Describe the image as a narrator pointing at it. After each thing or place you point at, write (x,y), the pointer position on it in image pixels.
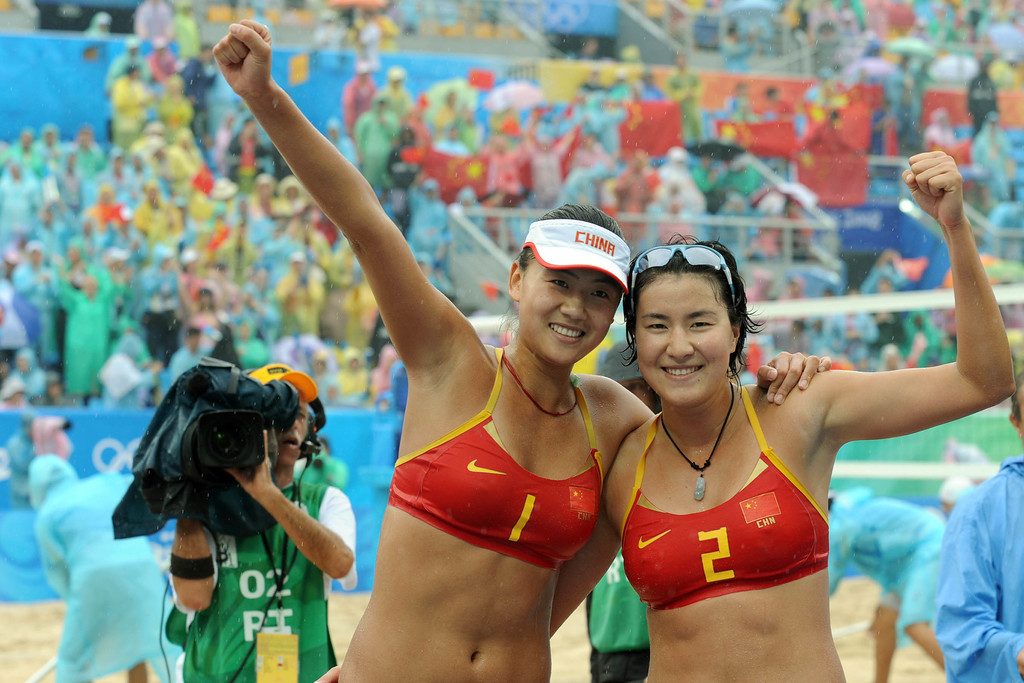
In this image there are two women (594,569) posing for a photograph, in the background (1011,582) there are people (1003,592) standing a man (265,540) holding camera (223,439).
